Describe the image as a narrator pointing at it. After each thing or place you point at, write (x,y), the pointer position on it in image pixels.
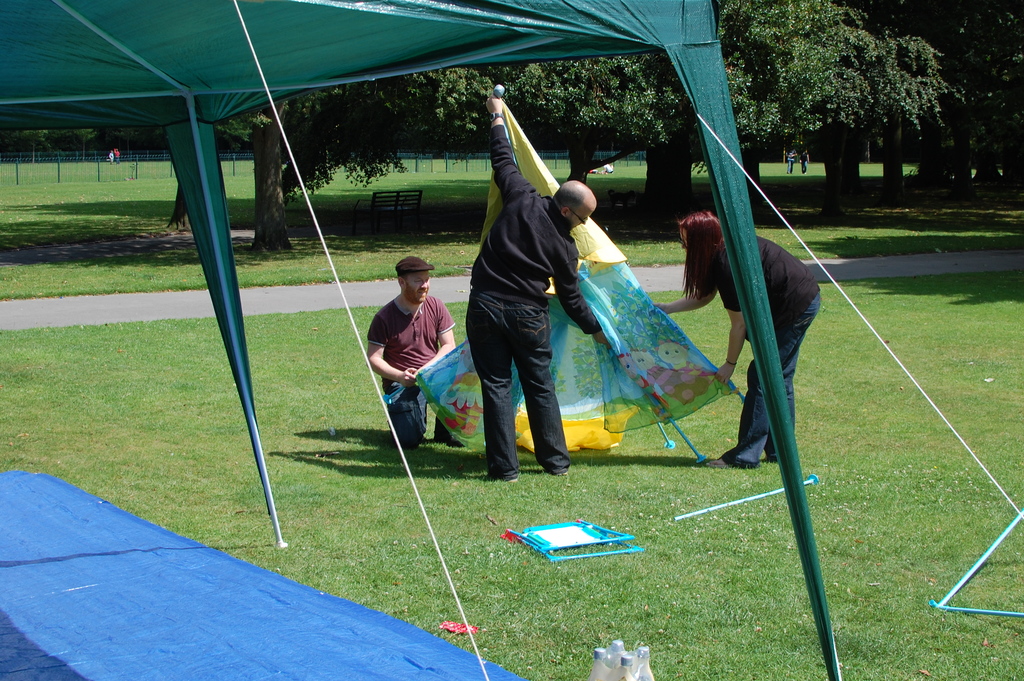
In the image we can see the tent (73,128) and blue cover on the ground (214,477) and in the middle of the ground (716,349) there are three people (502,333) holding an object (637,412). In the background (260,139) there are trees (282,148), fence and also there is a bench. We can even see grass (709,576).
